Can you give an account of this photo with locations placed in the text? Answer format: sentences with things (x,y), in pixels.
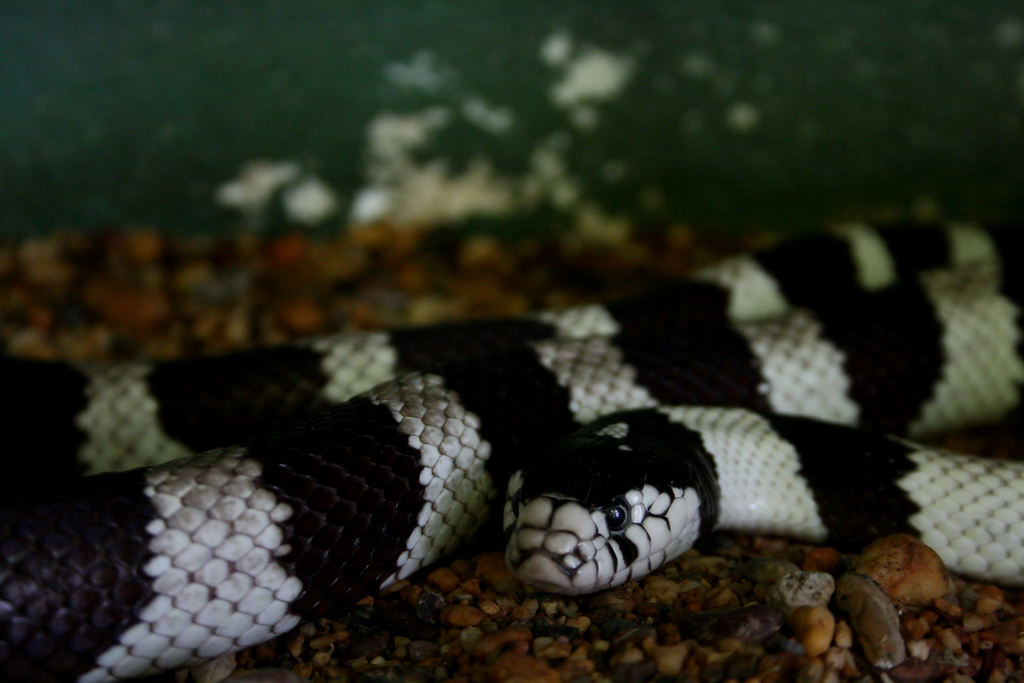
In this image there is a snake (748,526) on the surface (669,645) of the rocks (613,632).
